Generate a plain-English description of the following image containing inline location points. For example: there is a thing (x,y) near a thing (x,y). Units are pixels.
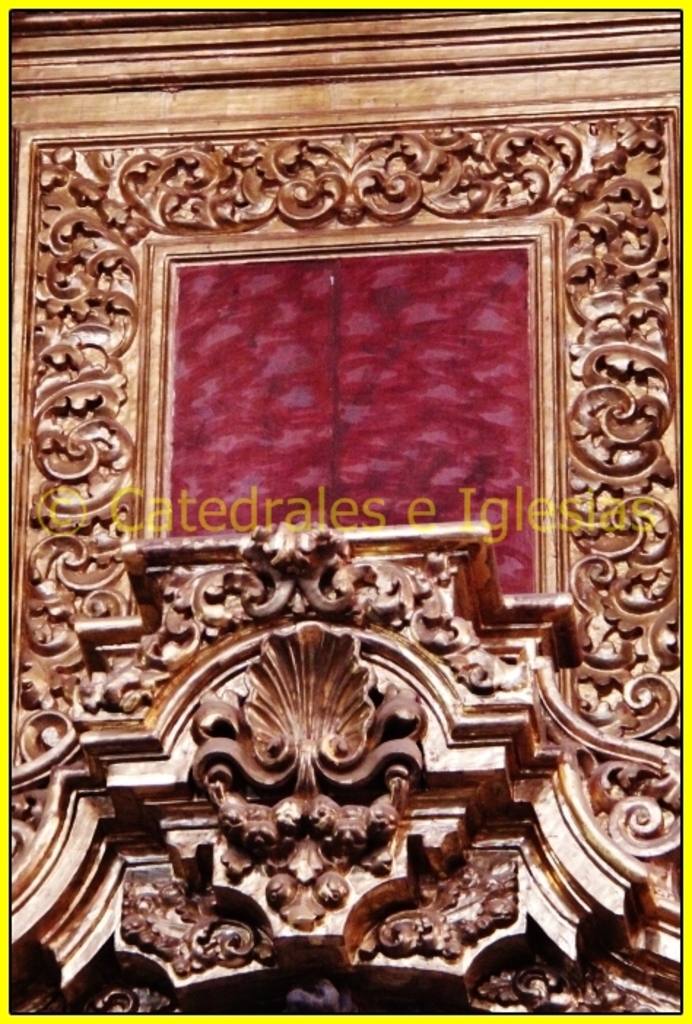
In this picture we can see the carvings (237,582) are present on a door (499,382). In the center of the image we can see some text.
